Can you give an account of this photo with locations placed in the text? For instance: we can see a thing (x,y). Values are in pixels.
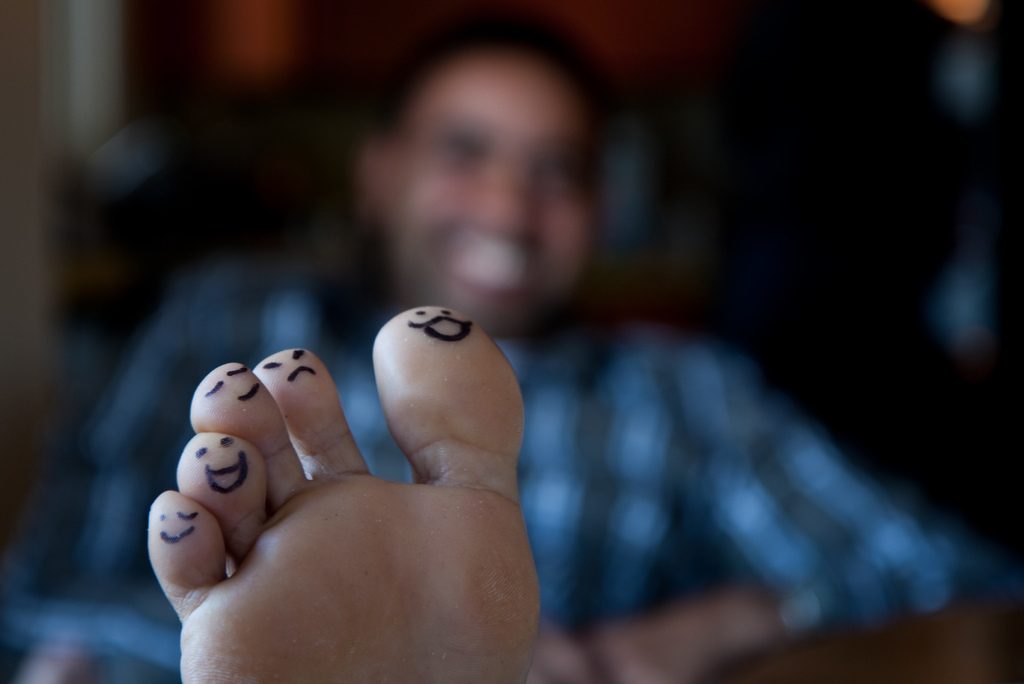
In this image in the foreground (258,504) there is one persons legs (330,434) are visible, on the leg (270,441) there is some drawing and in the background (354,370) there is one person (449,179) who is smiling and the background (139,155) is blurred.
